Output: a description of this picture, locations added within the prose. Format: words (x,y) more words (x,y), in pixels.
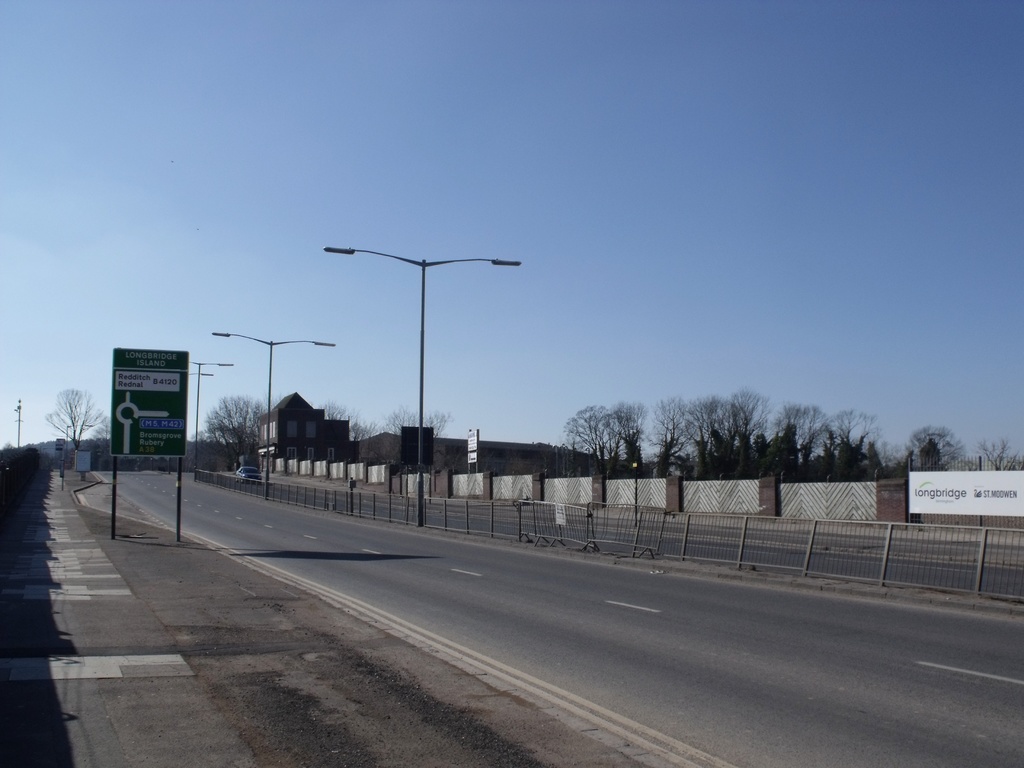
Sky (655,158) is in blue color. Vehicle (257,477) is on the road (243,536). Here we can see fence (237,488), gate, boards (161,408), hoardings (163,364), light poles (377,253), trees (781,413) and house (299,438). To that house (274,434) there are windows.
